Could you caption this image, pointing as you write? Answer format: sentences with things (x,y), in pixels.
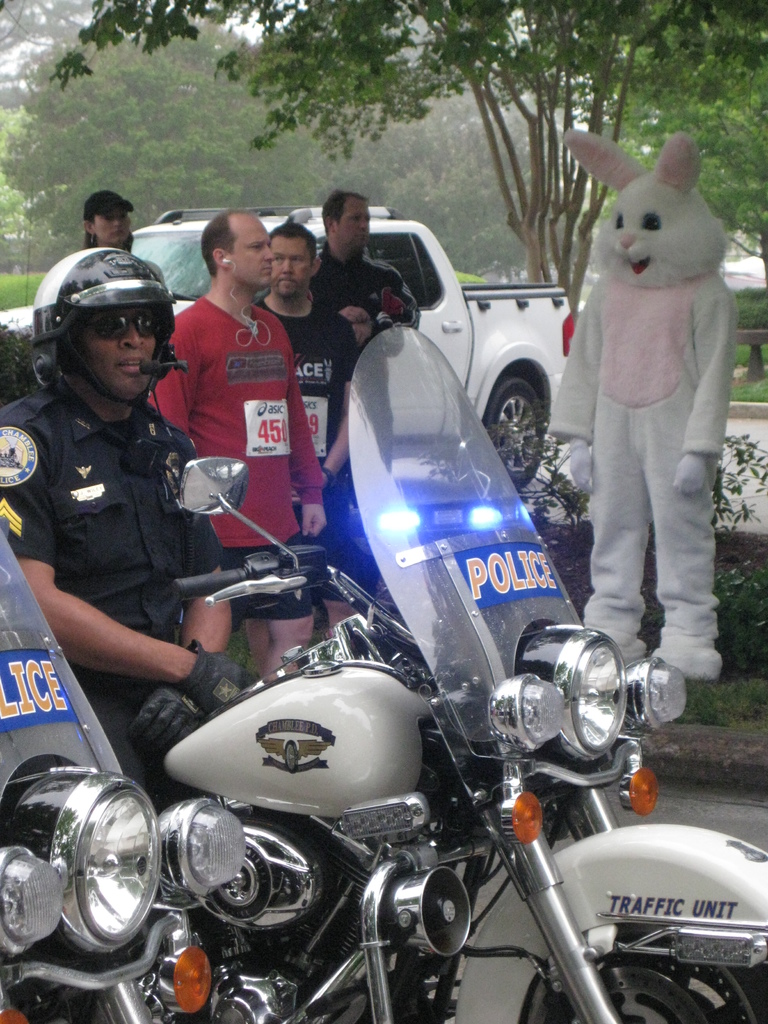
There is a police men (116,576) sitting on a bike (373,737) and there is another bike (100,830) beside him and there are group of people (346,284), a car (405,239) and trees (281,103) beside him.
